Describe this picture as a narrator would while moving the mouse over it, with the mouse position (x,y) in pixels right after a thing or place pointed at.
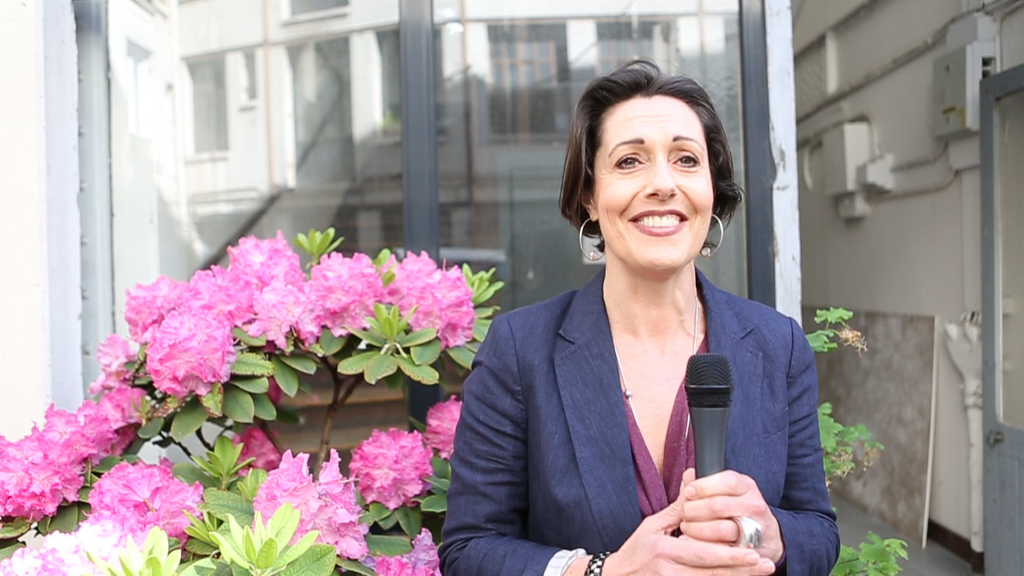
In this picture there is a lady (696,242), who is standing on the right side of the image (783,395), by holding a mic (722,395) in her hands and there are flowers (385,295) behind her, there is a door (1007,144) and glass windows (470,62) in the background area of the image (411,70).
